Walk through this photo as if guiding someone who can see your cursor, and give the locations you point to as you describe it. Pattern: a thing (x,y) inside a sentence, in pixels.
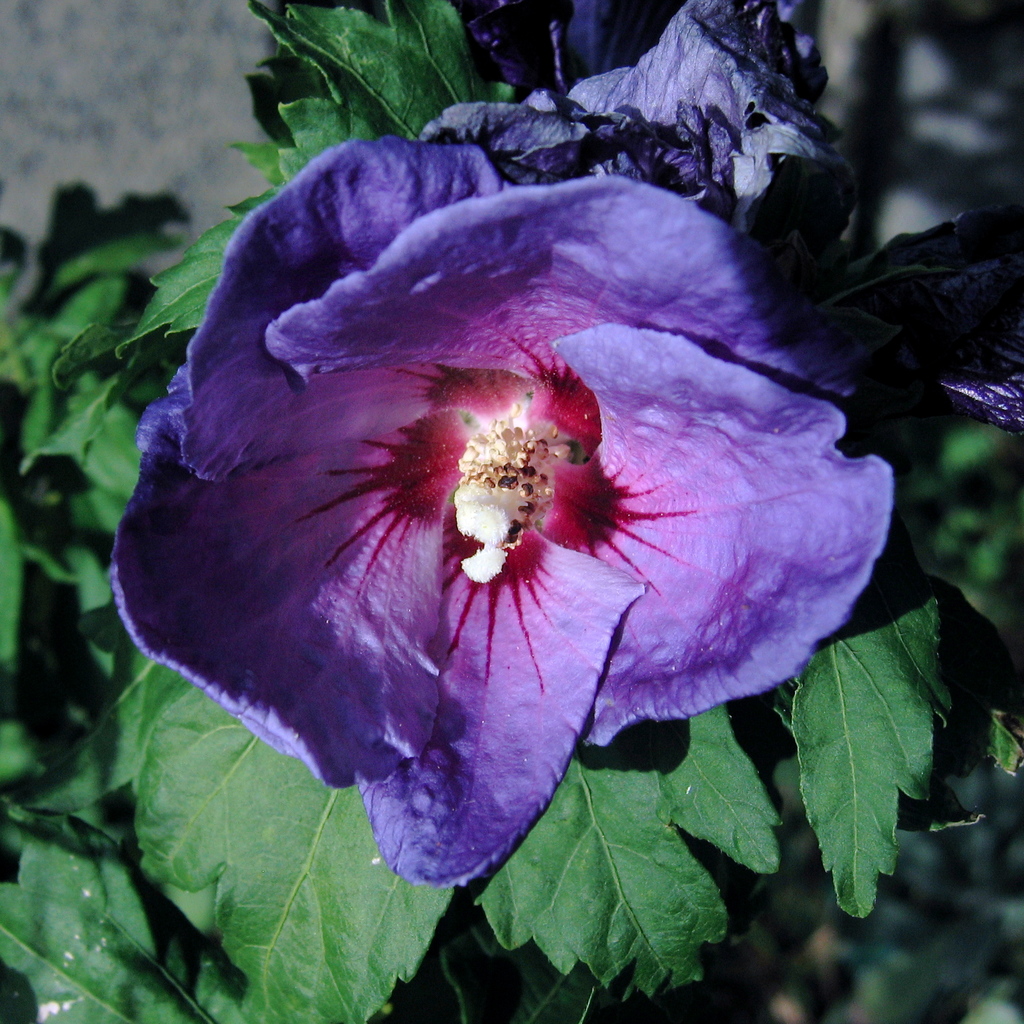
In the center of the image (634,650) there is a flower (610,733) with leaves (383,905).
